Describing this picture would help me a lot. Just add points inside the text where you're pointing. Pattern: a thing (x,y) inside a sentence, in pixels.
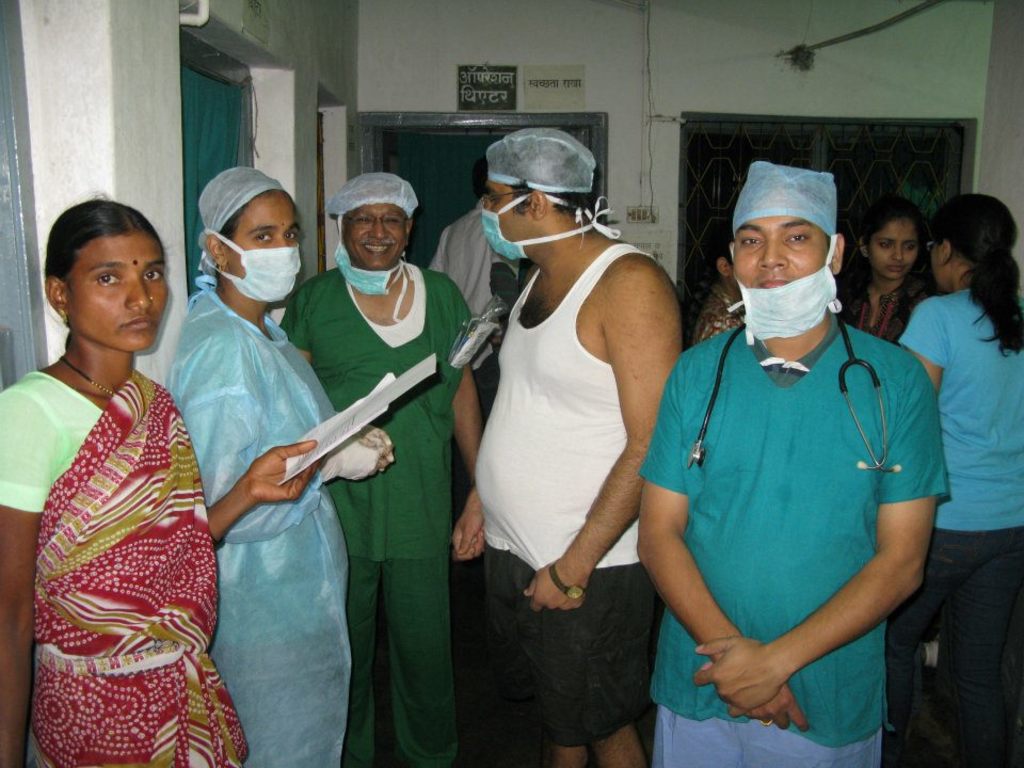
In the image we can see there are people (493,398) standing and they are wearing head cap (810,206) and mask (774,292) on their nose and mouth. There is a man (837,471) wearing stethoscope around his neck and there is a woman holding papers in her hand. Behind there is a paper (537,94) pasted on the wall (609,90).
